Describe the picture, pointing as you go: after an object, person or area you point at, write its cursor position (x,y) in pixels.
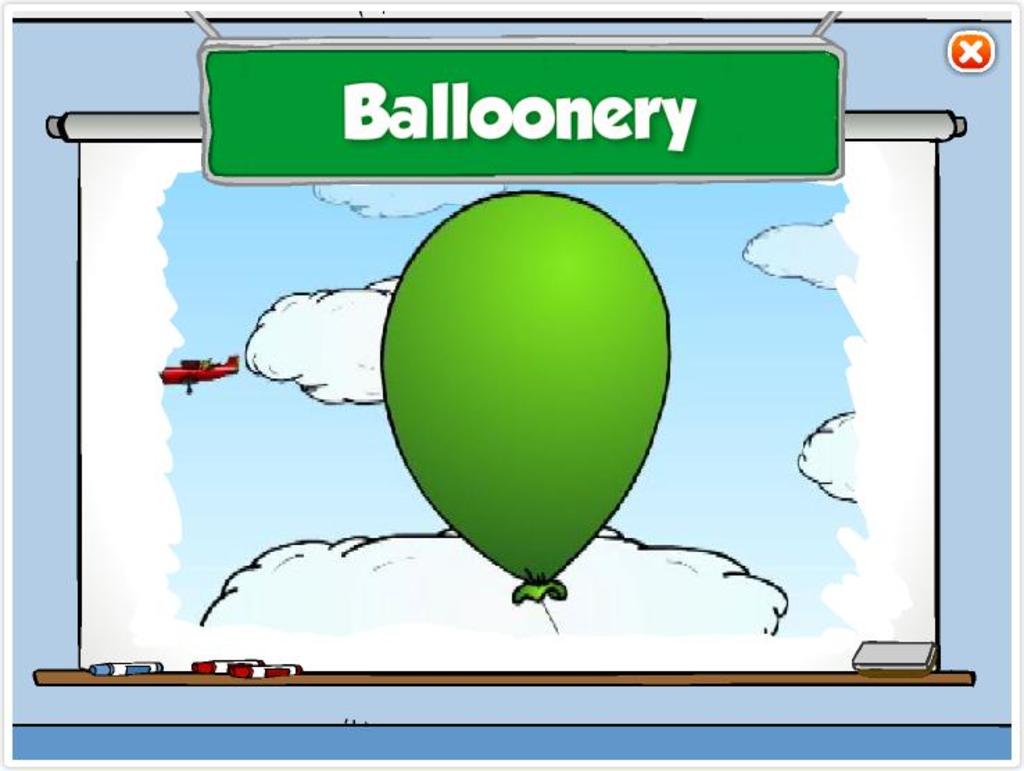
It is an animated image. In the center of the image (548,455), we can see a balloon (567,418), one board (509,155) with some text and a few other objects (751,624).
